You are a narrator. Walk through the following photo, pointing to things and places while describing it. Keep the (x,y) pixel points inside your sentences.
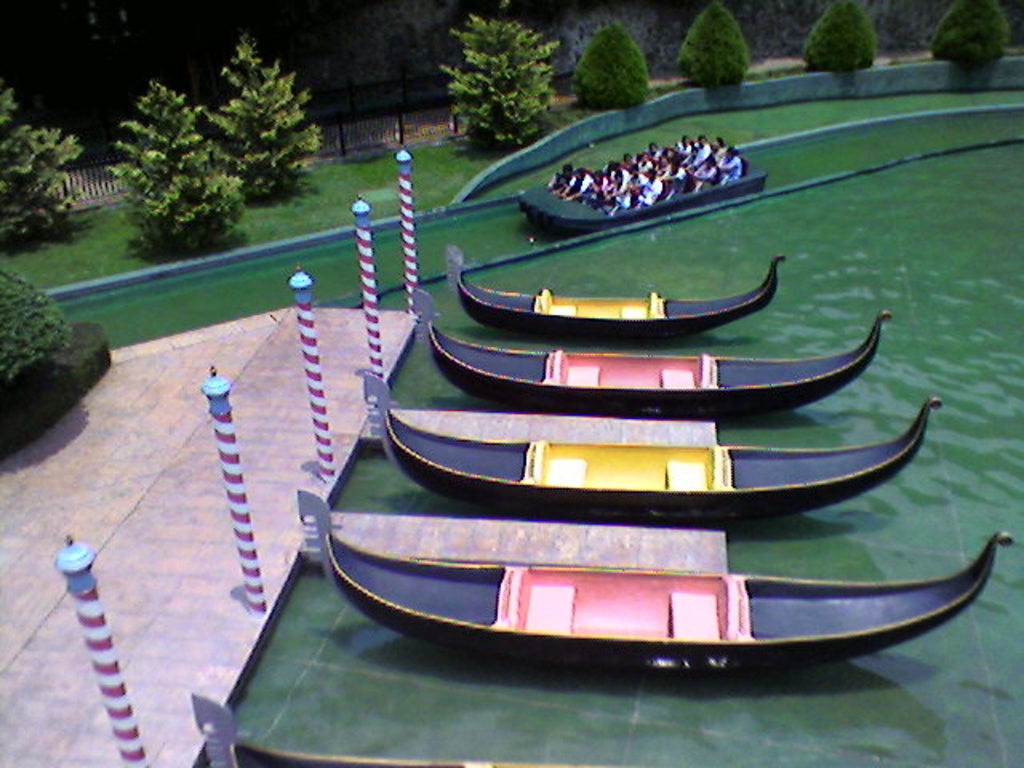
In this picture there are group of people (709,155) sitting on the boat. There are boats (761,513) on the water (501,713) and there are poles (314,413). At the back (516,84) there are plants (695,70) and there is a railing (444,130). At the bottom (229,567) there is water (363,743) and there is a floor (25,765).
